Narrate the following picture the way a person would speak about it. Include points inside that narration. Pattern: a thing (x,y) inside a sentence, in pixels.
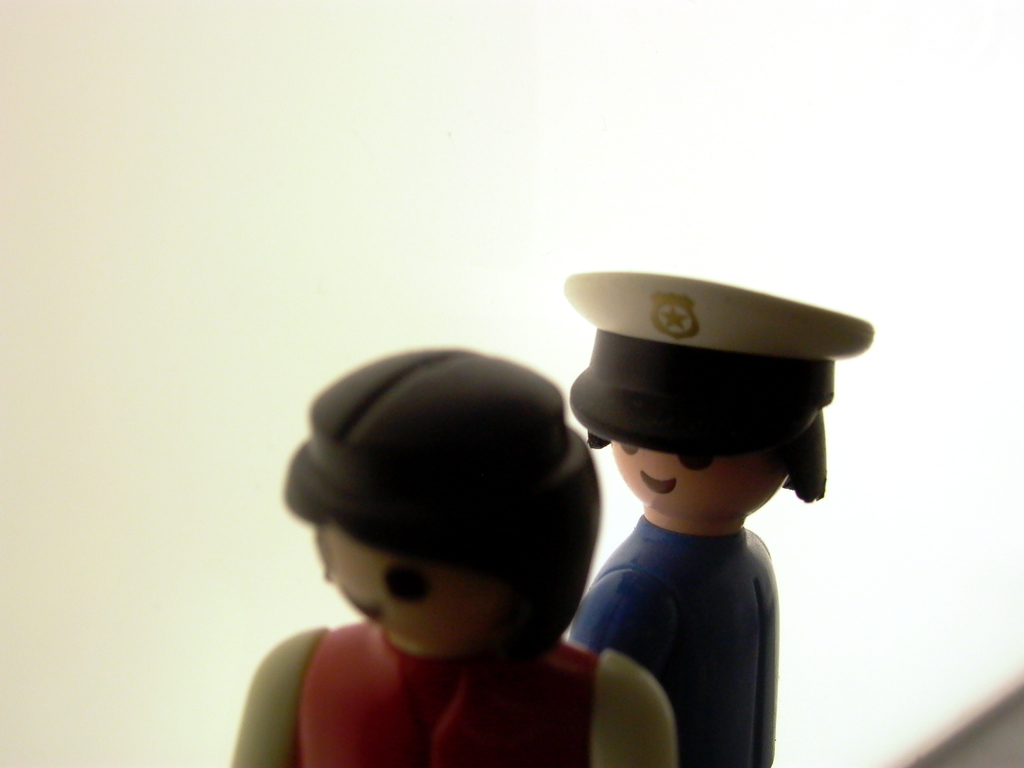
In the image we can see there are human toy statues (657,581) standing and there is a human toy statue (723,533) wearing hat (719,327). Background of the image (468,222) is blurred.
